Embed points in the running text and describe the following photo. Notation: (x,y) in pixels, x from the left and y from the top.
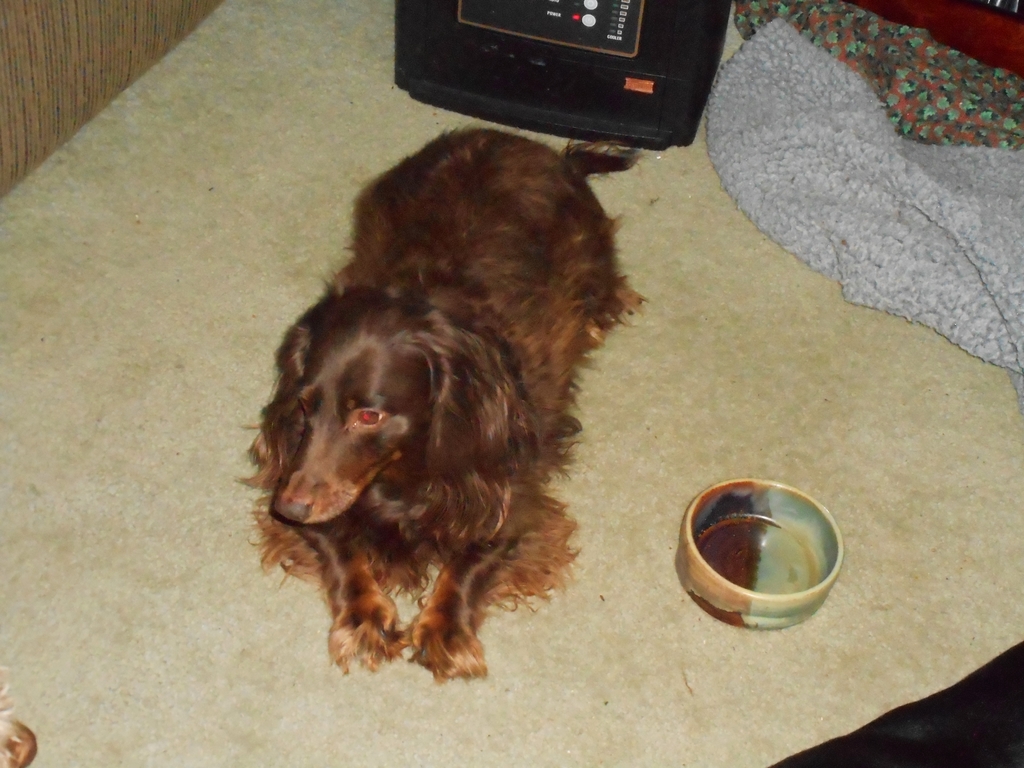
In this image at the bottom (186,598) there is a floor (613,445), on the floor (799,640) there is one dog (420,392) and beside the dog (468,546) there is one bowl (758,543), and on the right side (901,172) there are some blankets (811,153). On the top of the image (565,49) there is one appliance (510,50).
